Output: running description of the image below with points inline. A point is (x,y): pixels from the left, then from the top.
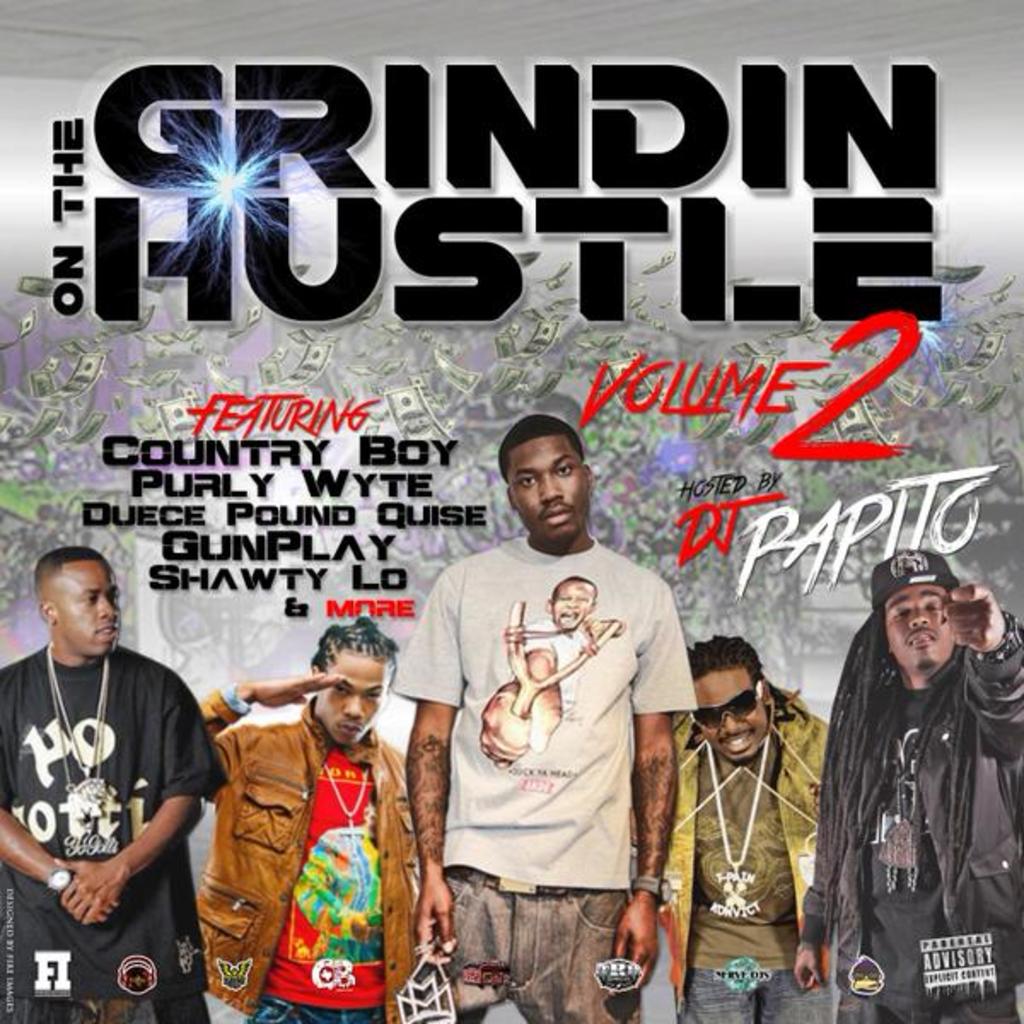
In this image we can see a poster (439,519). There is some text (439,519) on the poster (544,592). There are few people (663,881) in the image. There are many currency notes (848,424) in the image.
